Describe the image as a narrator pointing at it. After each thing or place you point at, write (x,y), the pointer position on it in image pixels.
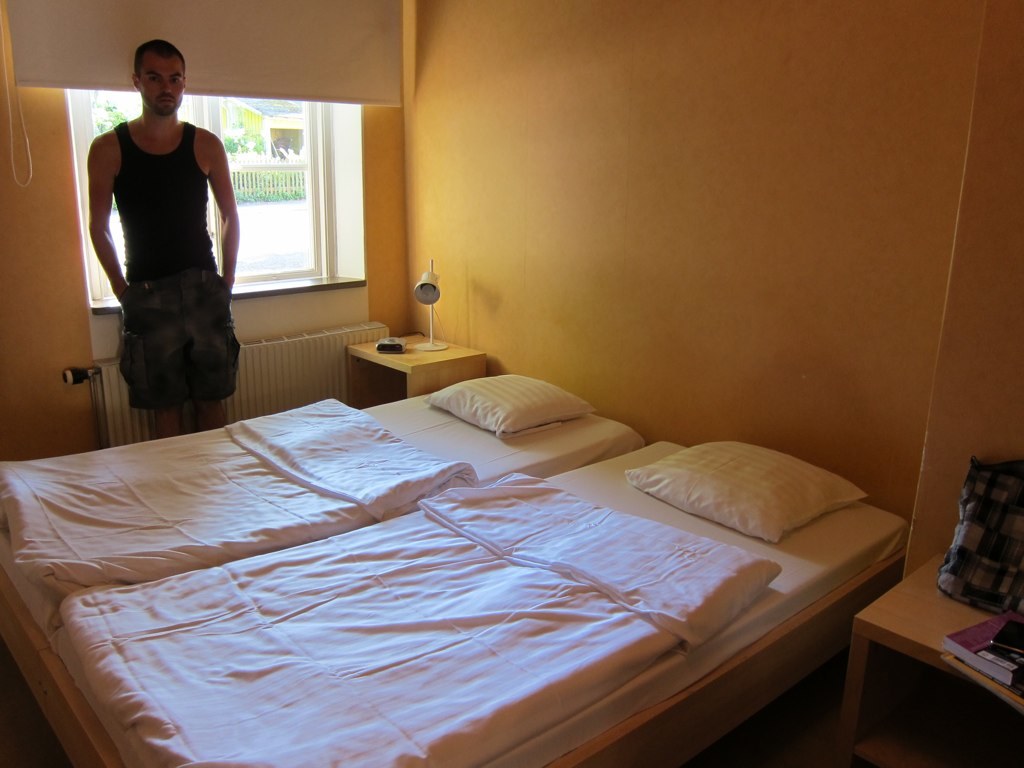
This picture is of inside. On the right (914,601) there is table (890,641) on the top of which there is a bag (968,572) and a book (1001,669) is placed. In the center (391,440) there is a bed (518,572) on the top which there is a pillow (706,498) and a blanket (311,673) is placed and there is a side lamp (433,295) placed on the side table (407,369). On the left (156,116) there is a Man (150,165) standing, behind him there is a window (307,193) and a window blind (301,43) and through the window (267,186) we can see the ground (277,233) and a outside view (250,174).
